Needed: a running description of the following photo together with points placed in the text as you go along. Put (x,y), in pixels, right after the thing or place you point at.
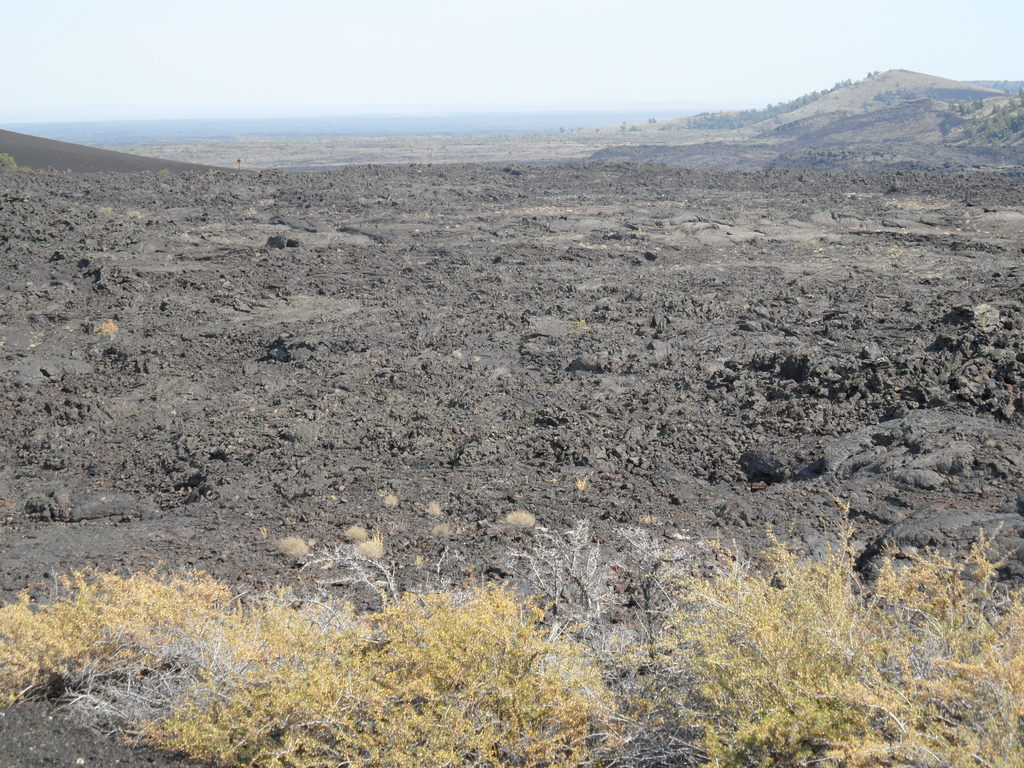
Here in this picture in the front (662,606) we can see plants (340,671) present on the ground (134,436) over there and we can also see grass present on the ground (837,390) and in the far we can see mountains (918,140), on which we can see plants (1007,107) and trees (962,112) present over there.
